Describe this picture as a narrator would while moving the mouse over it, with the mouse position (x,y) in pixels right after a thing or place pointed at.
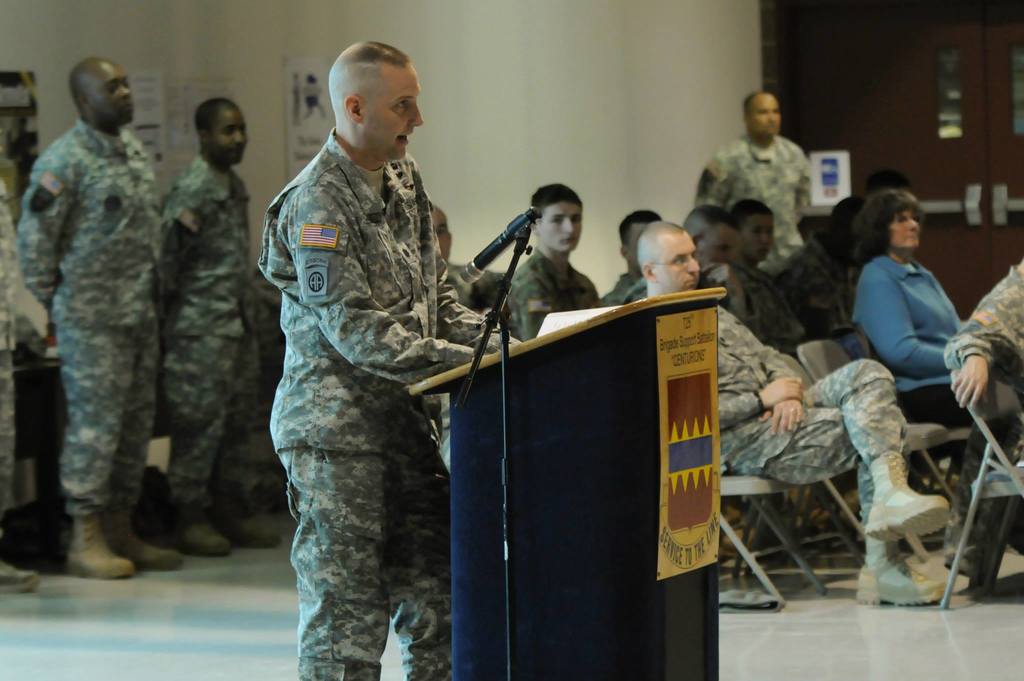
Here we can see few persons (343,580). He is talking on the mike (506,595) and this is a podium (599,524). There are few persons (806,447) sitting on the chairs (804,571). This is floor (244,608). In the background (460,101) we can see a door (908,141), posters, and wall (260,83).
